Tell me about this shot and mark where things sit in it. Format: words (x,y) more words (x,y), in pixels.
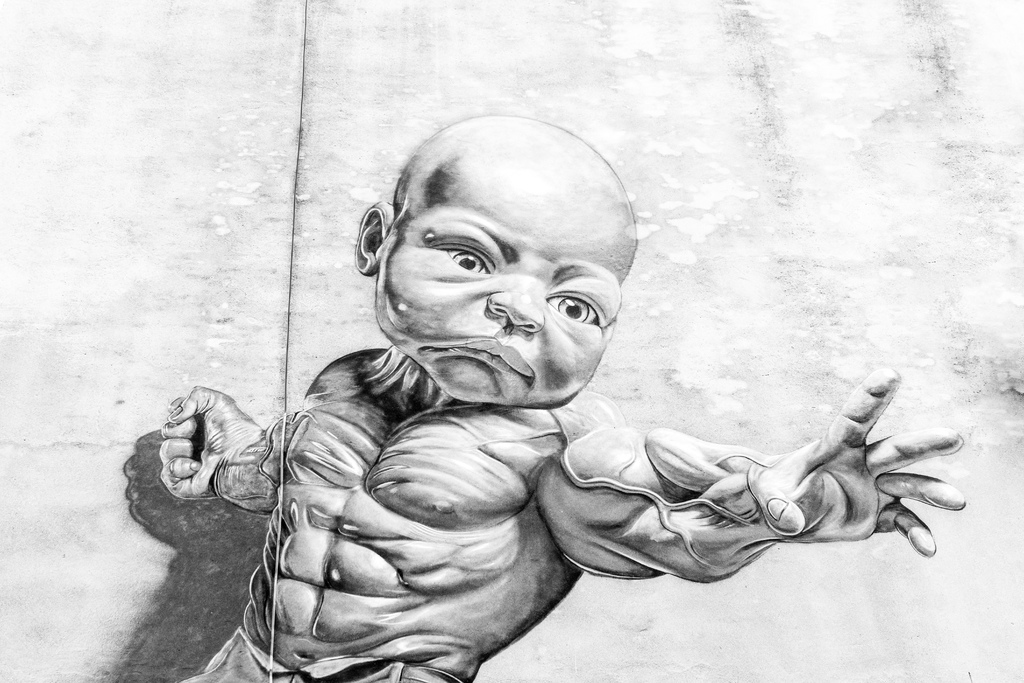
In this image there is a sketch (508,311) of a person's body (331,451) and a face (450,323) of a baby (551,261) is attached to it. In the background (121,245) there is a wall (267,274).
